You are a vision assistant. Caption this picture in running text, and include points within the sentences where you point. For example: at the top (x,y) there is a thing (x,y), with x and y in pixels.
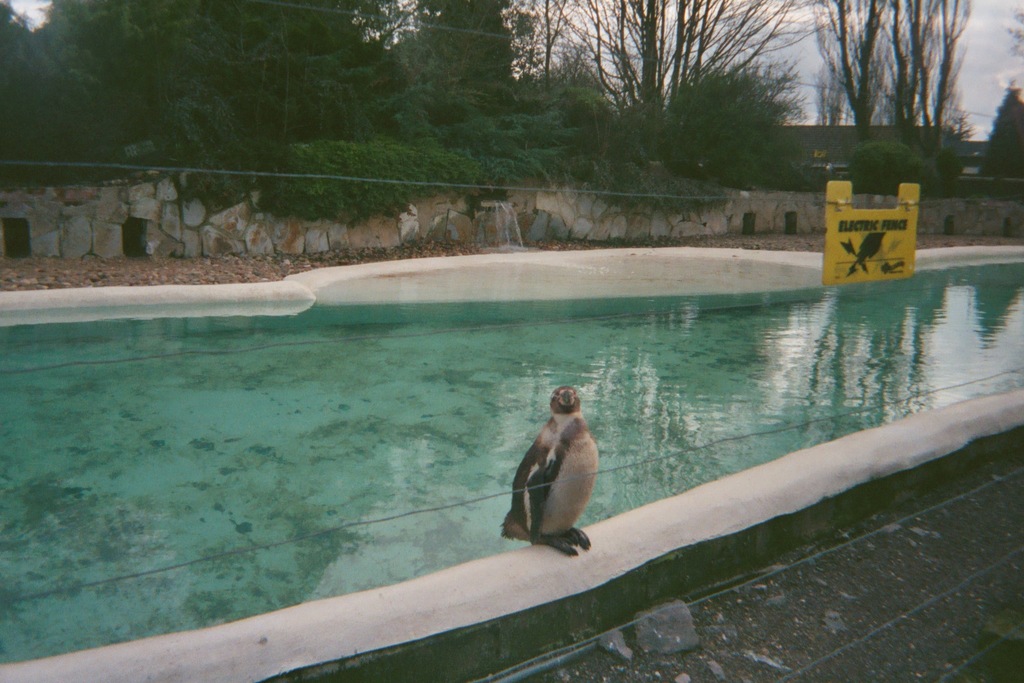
In this picture I can see there is a penguin (523,520) and there is a pond (616,404) in the backdrop (575,366), there is an electric fence (259,172) and there are few rocks (765,225) in the backdrop (943,231), trees (652,24) and the sky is cloudy.
